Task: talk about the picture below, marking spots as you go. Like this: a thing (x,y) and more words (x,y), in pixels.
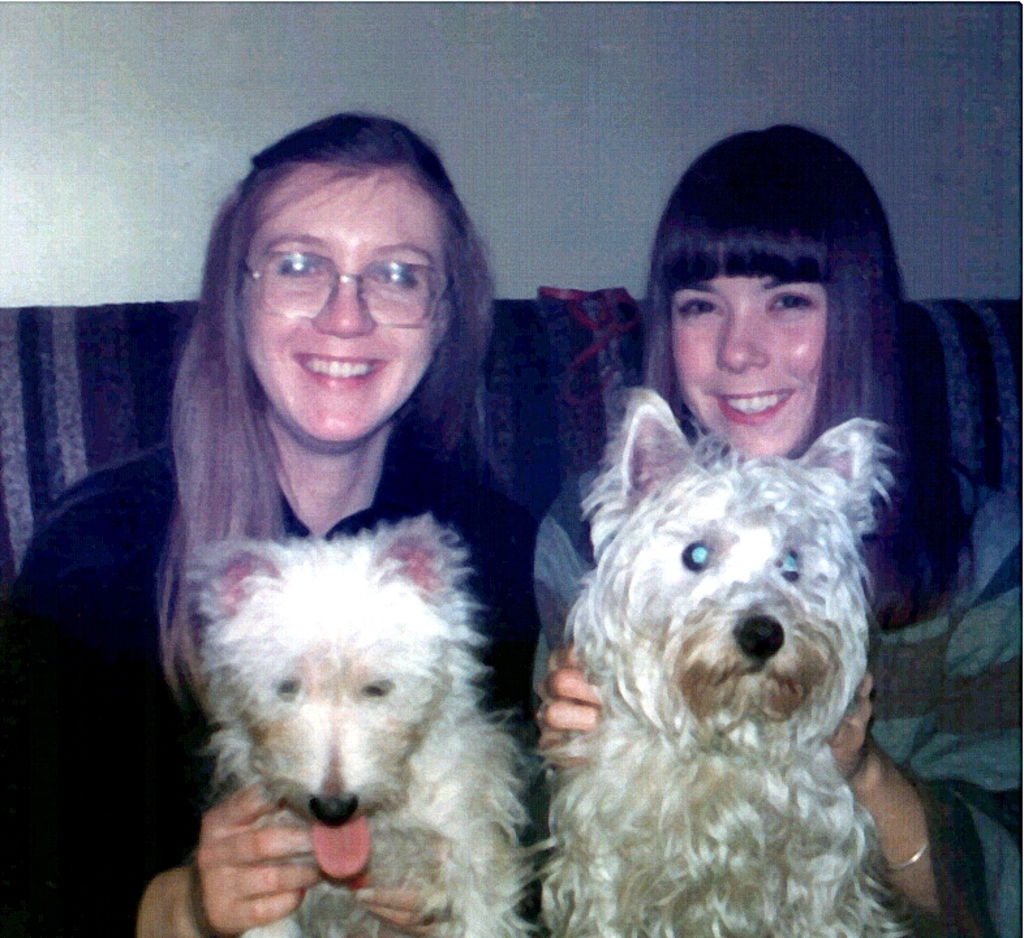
In this image I can see two persons (422,178) holding two dogs (479,700). The dogs (432,695) are in cream and brown color and the person (199,531) is wearing black color dress (148,696), background (60,140) I can see the wall (377,62) in white color.
